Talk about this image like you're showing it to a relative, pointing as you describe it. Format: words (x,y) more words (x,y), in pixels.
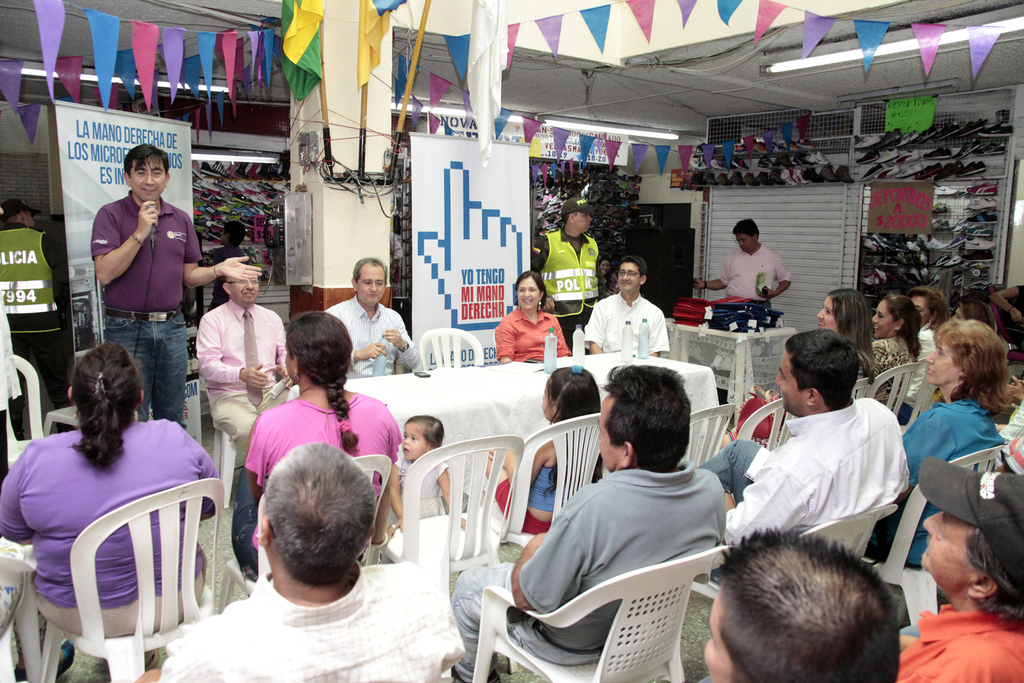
This is a picture taken in a room (596,453), there are a group of people (373,483) sitting on a chair (394,536) in front of these people (296,478) there is a table (487,394) covered with a cloth (489,401) on the table (484,400) there are bottles (579,348) and mobile (416,376). The man (164,311) is standing on floor (206,432) and holding microphone (150,231). Background of this people (223,410) there are banners (191,385), wall (320,145).
